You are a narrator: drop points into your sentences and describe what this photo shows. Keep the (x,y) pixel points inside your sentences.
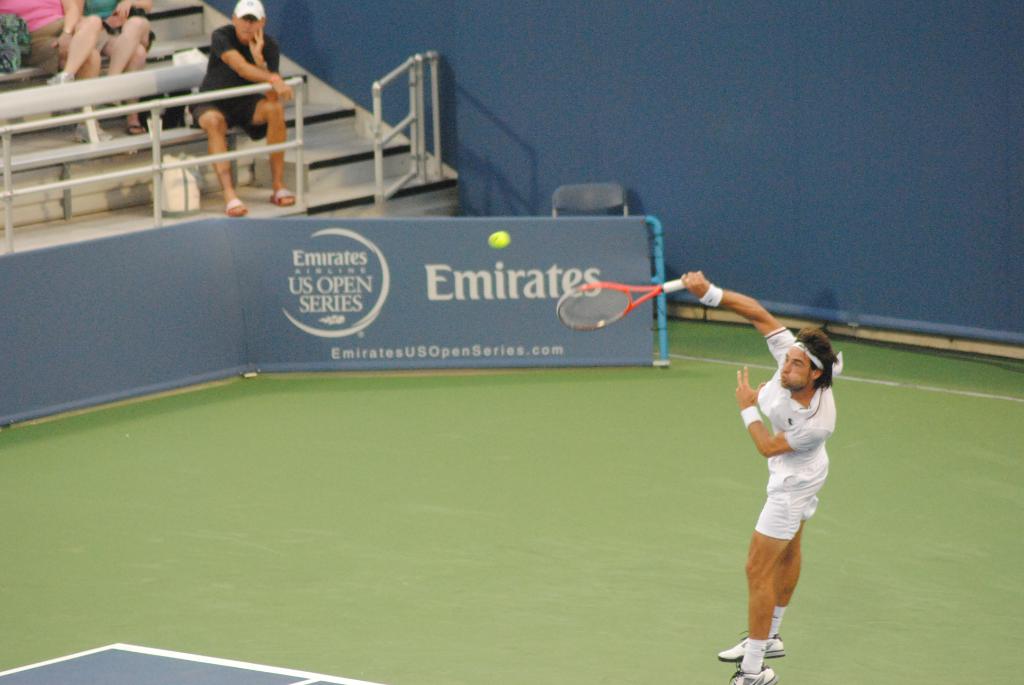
In this picture we can see a man (694,285) wearing white t-shirt (786,463) and shorts (770,508) is standing and playing tennis in the ground (329,463). Behind we can see some people (137,59) sitting and watching the game. In the background (482,126) there is a blue wall (576,101).
